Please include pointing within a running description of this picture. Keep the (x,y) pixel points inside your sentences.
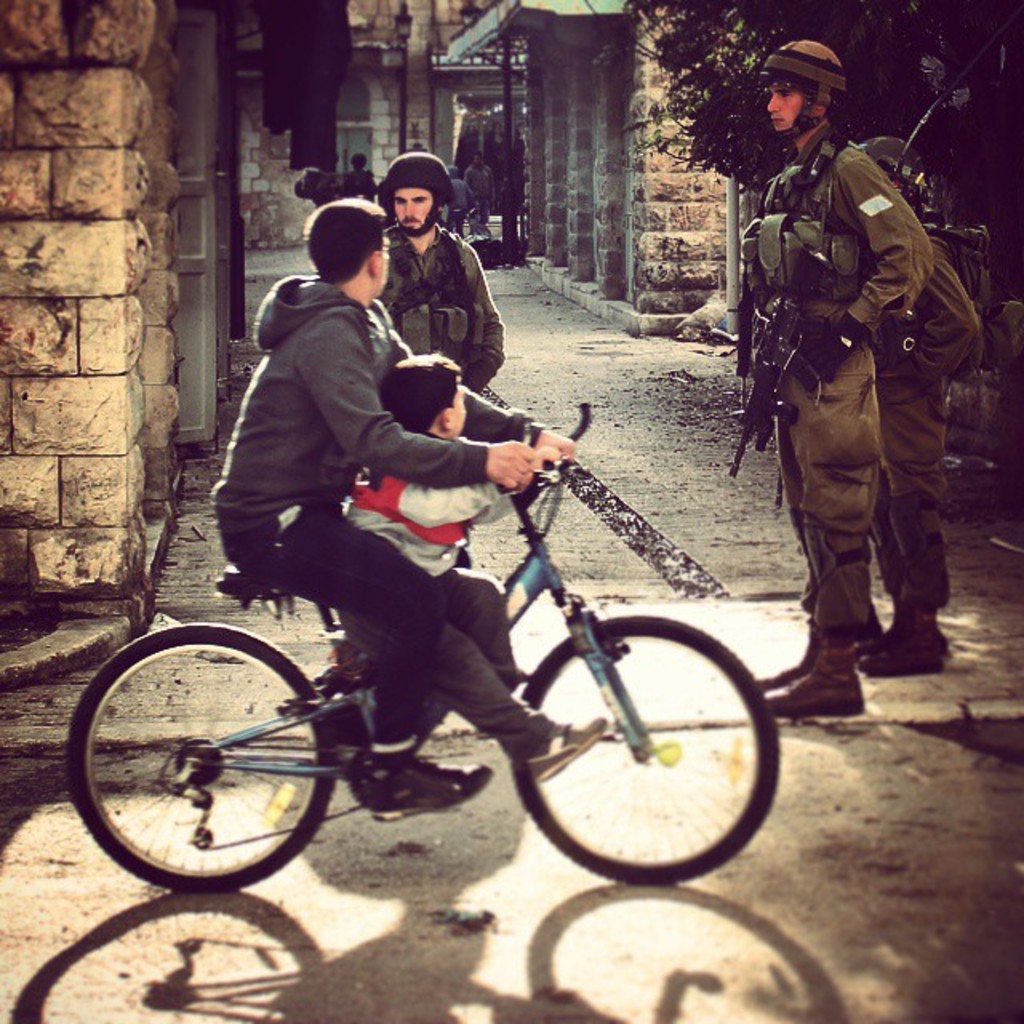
This picture has some group of people (407,157) in which three people (402,173) are soldiers (808,302) and two boys (360,253) riding bicycle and the soldiers (814,73) are holding the guns (772,308) and they are in the uniform (820,305).
